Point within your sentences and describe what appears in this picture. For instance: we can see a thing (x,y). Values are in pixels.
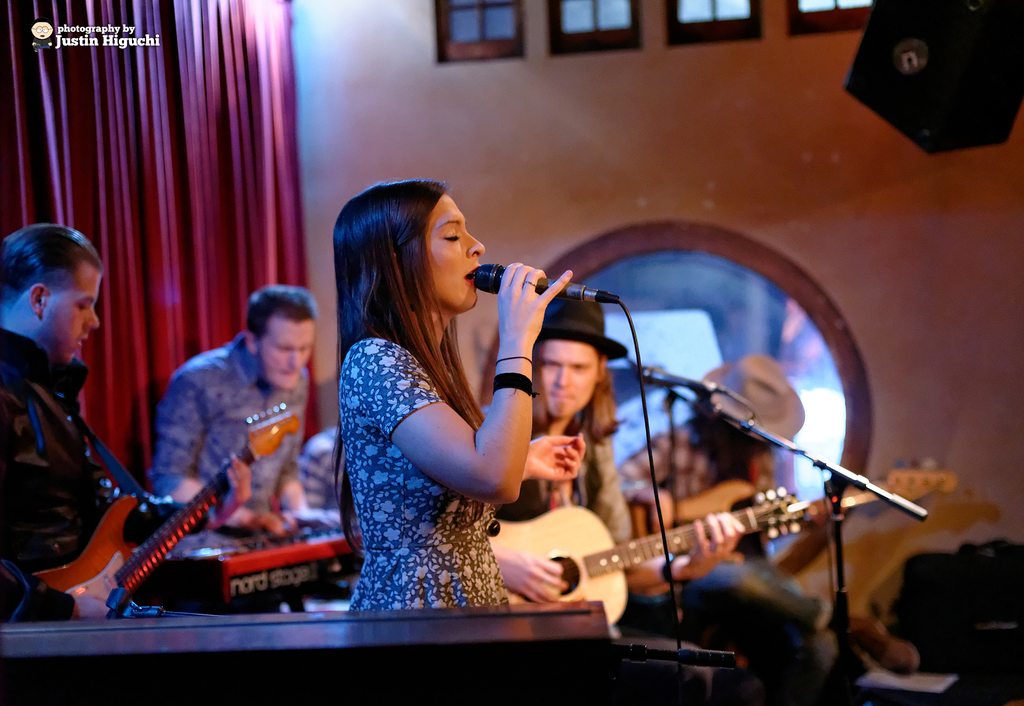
To the left side (14,318) there is a man (51,446) with black jacket (51,472) standing and playing a guitar (146,549). In front of him there is a lady (393,453) holding a mic (578,290) in her hand (510,299) and she is singing. Beside there is a man (590,475) with hat (571,328) is sitting and playing guitar (603,542). Behind him there is a man (239,391) sitting and playing piano (284,547). To the corner there is a man (788,405) sitting and playing guitar (730,510). To the top right corner (935,39) there is a speaker (960,57). And to the left corner (173,113) there is a red curtain (195,139). On the top of the picture (605,23) there are four windows (709,30).
